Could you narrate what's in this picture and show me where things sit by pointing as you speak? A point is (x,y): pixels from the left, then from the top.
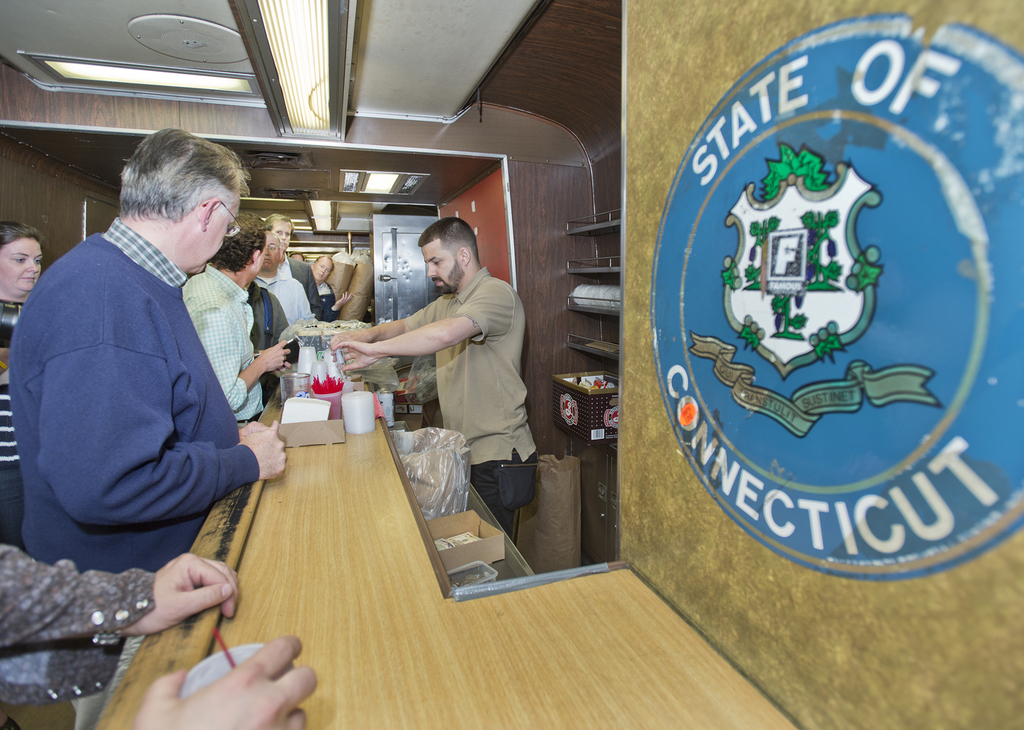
In the center of the image (495,437) we can see a man (465,258) standing and holding a glass (338,367) in his hand (337,340), before him there is a counter table (326,481) and we can see glasses (332,419), mugs (298,377) and some things (339,436) placed on the table (329,502). On the left (91,500) there are people (141,347) standing. In the background (314,254) there is a wall (501,182), door (393,220) and lights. On the right (819,547) we can see an emblem (805,367) on the wall (671,539).
